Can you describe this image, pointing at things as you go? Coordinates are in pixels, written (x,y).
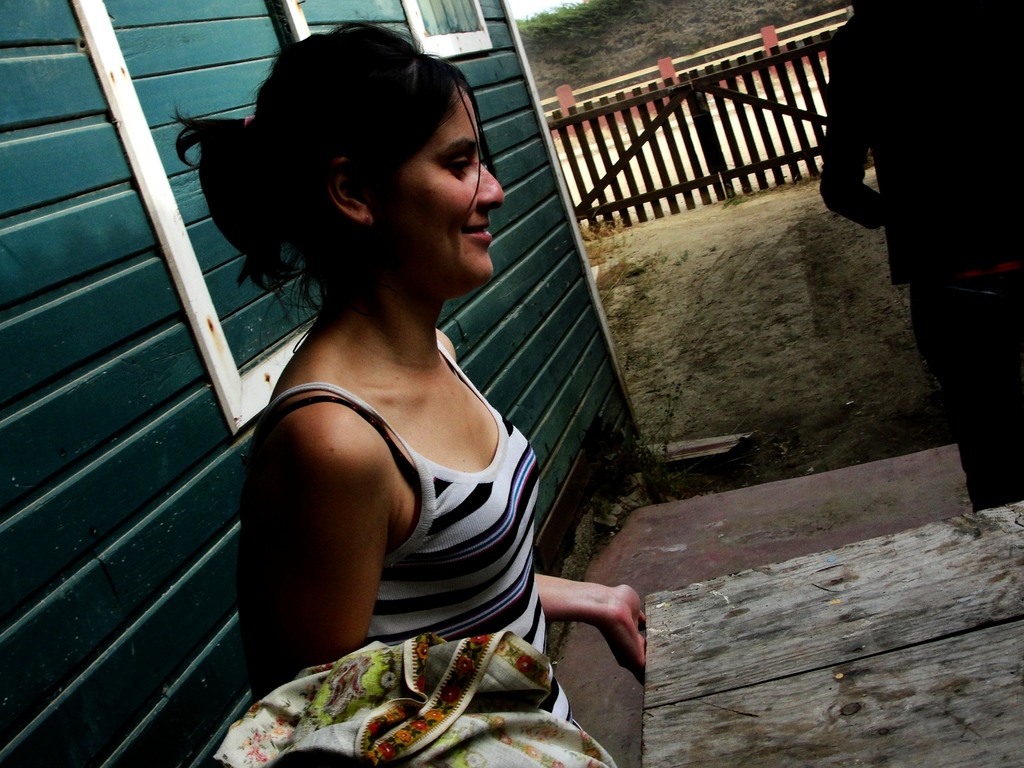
In the picture I can see a woman (345,638) wearing a dress (497,617) is smiling and standing near the wooden house (109,565), here I can see table (667,687). In the background (991,213), I can see a person (909,180) in the dark, I can see the fence (739,116) and shrubs (599,22).
